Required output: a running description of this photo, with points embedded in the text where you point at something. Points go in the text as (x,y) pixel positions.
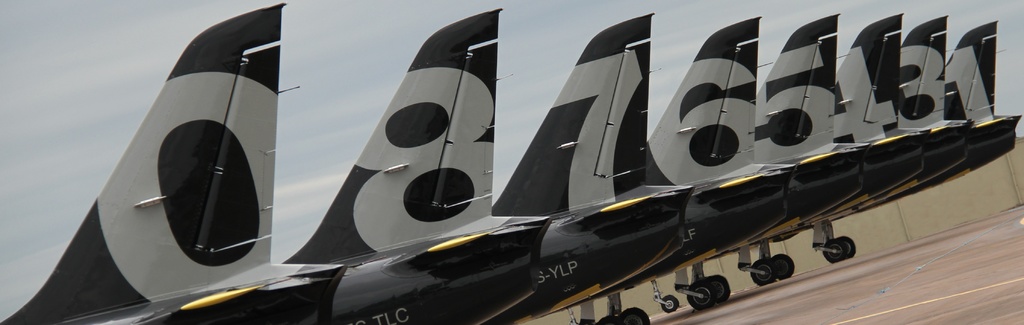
In this picture we can see few aircraft (255,266) on the ground (910,283). In the background of the image (602,25) we can see the sky (534,71).
